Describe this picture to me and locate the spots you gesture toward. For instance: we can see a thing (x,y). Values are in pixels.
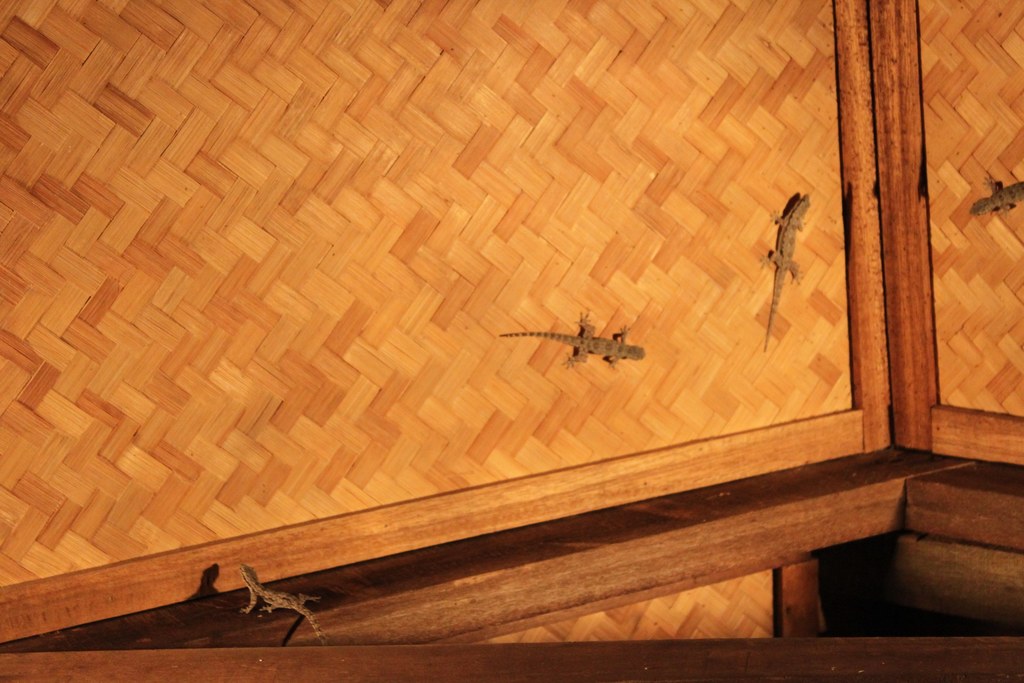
In the picture I can see four lizards (981,213) on the wooden surface (529,327).
